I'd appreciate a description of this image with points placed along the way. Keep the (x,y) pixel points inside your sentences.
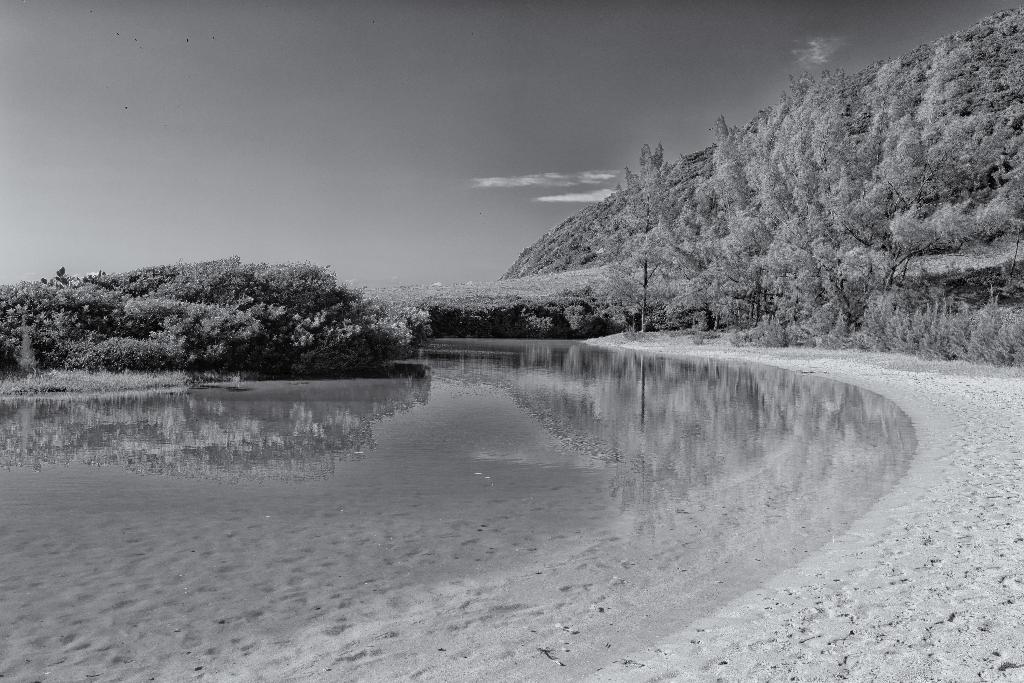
In the center of the image (468,451) there is water (455,490). In the background (372,323) there are trees (660,187) and sky (268,81). On the right (889,568) there is a seashore (888,589).
